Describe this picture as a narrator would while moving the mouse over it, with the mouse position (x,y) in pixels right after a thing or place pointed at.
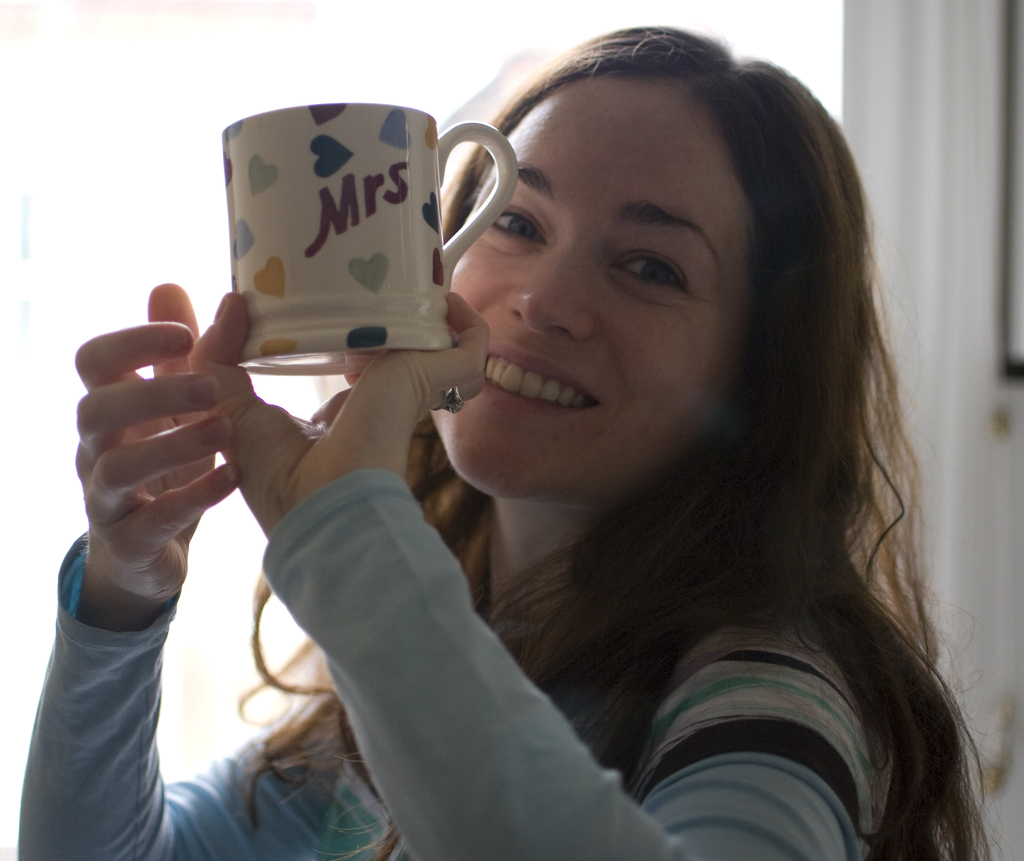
As we can see in the image there is a woman (585,287) holding cup (384,298).
